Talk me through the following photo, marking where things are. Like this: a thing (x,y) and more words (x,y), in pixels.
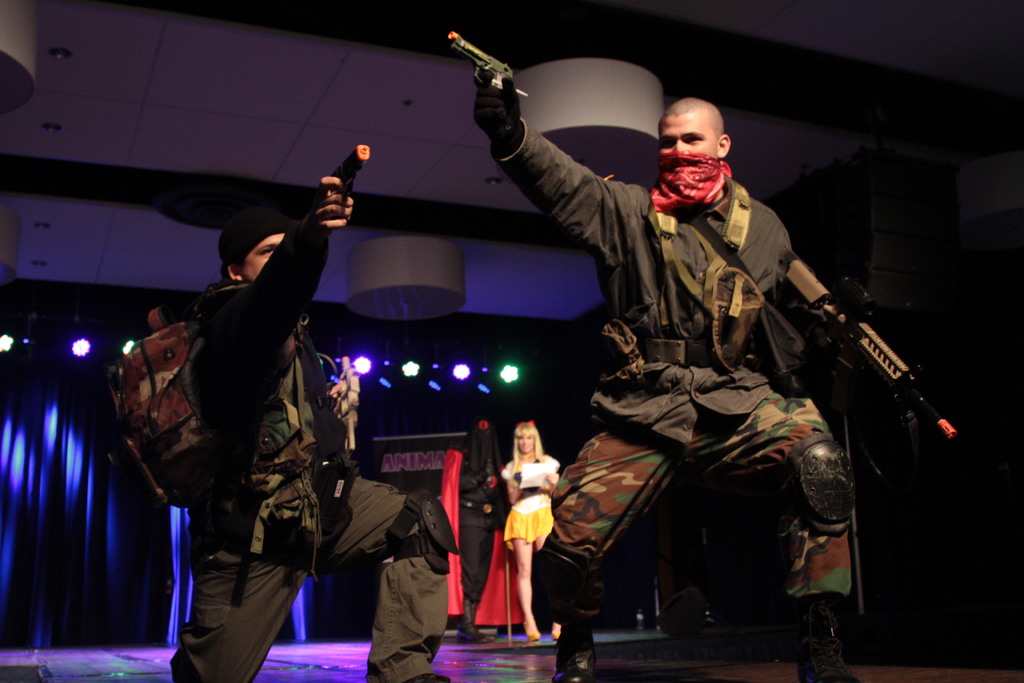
In this image there are two men (609,371) standing on the dais (541,656). They are wearing bags (117,396) and holding guns (481,83) in their hand (482,114). Behind them there is a woman (517,513) standing. Behind her there is a curtain (72,439). At the top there are spot lights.
